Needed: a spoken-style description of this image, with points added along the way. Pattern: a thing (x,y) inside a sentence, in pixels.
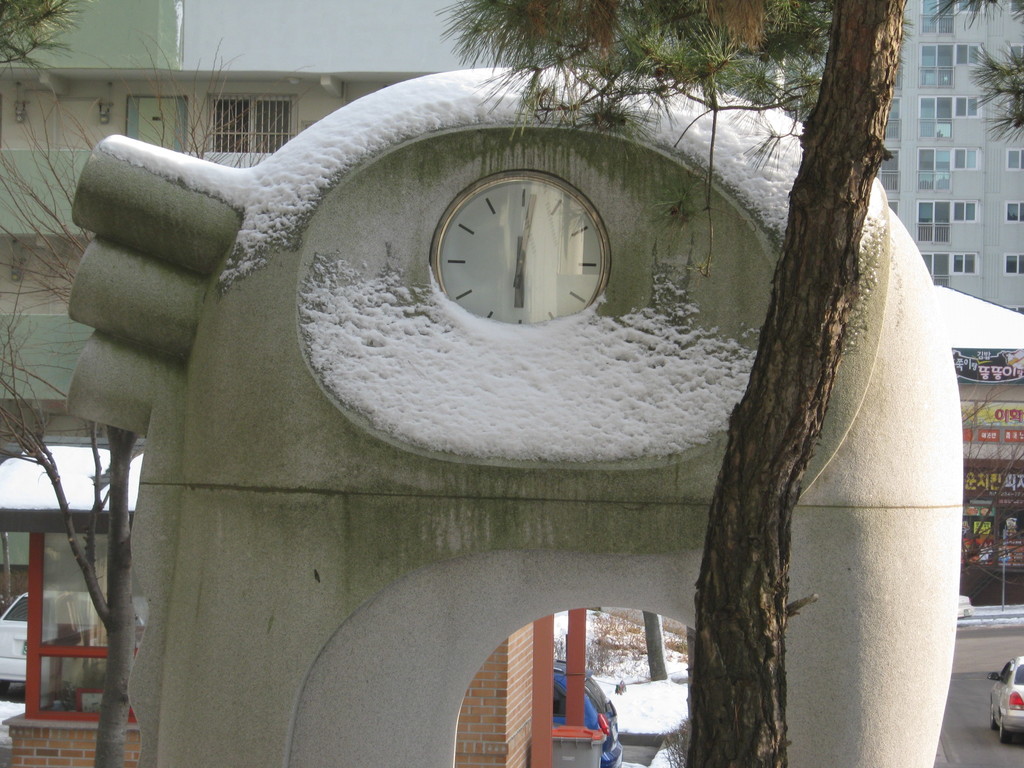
In this image there are trees (668,213), an arch (223,727) with a clock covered with the snow (338,309), and at the background (1022,295) there are buildings (55,403), vehicles (992,678), dustbin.
